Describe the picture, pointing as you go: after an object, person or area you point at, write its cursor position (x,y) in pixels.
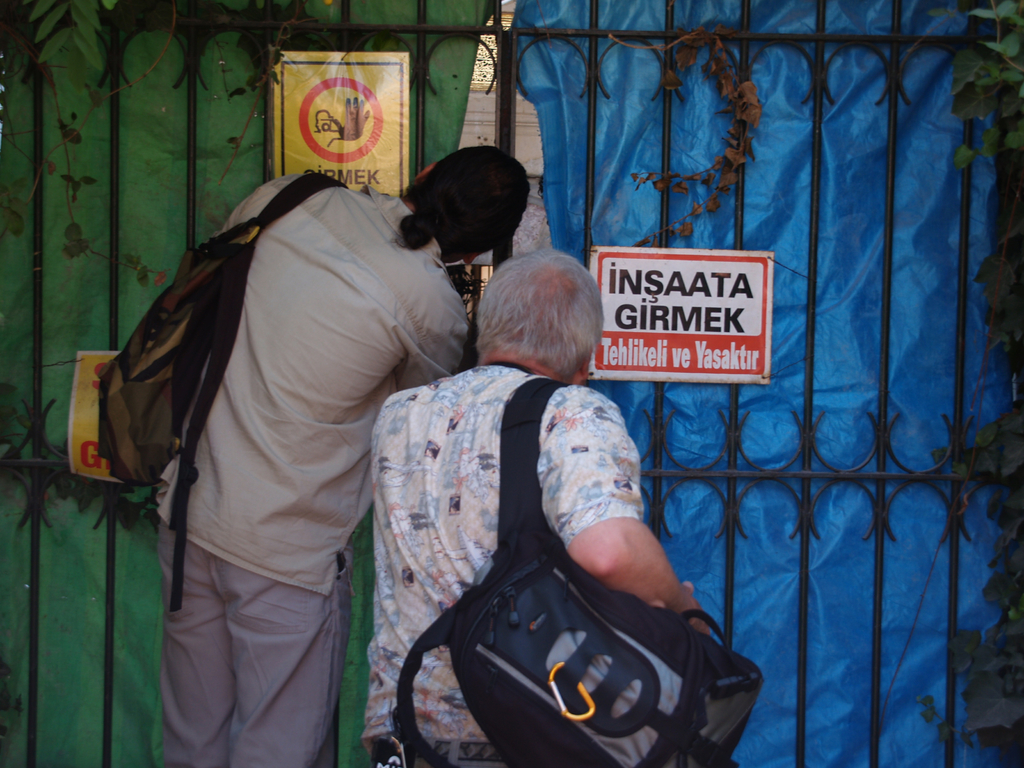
In this image in the front (332,438) there are persons (332,438) wearing a bag (206,354) and standing and looking inside the gate (589,202). In the center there is a gate (689,197) which is black in colour and behind the gate (271,167) there are curtains (563,139) which are blue and green in colour and on the right side (1017,195) in front of the gate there are leaves (993,461) and on the gate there are boards (669,348) with some text (637,346) written on it.
